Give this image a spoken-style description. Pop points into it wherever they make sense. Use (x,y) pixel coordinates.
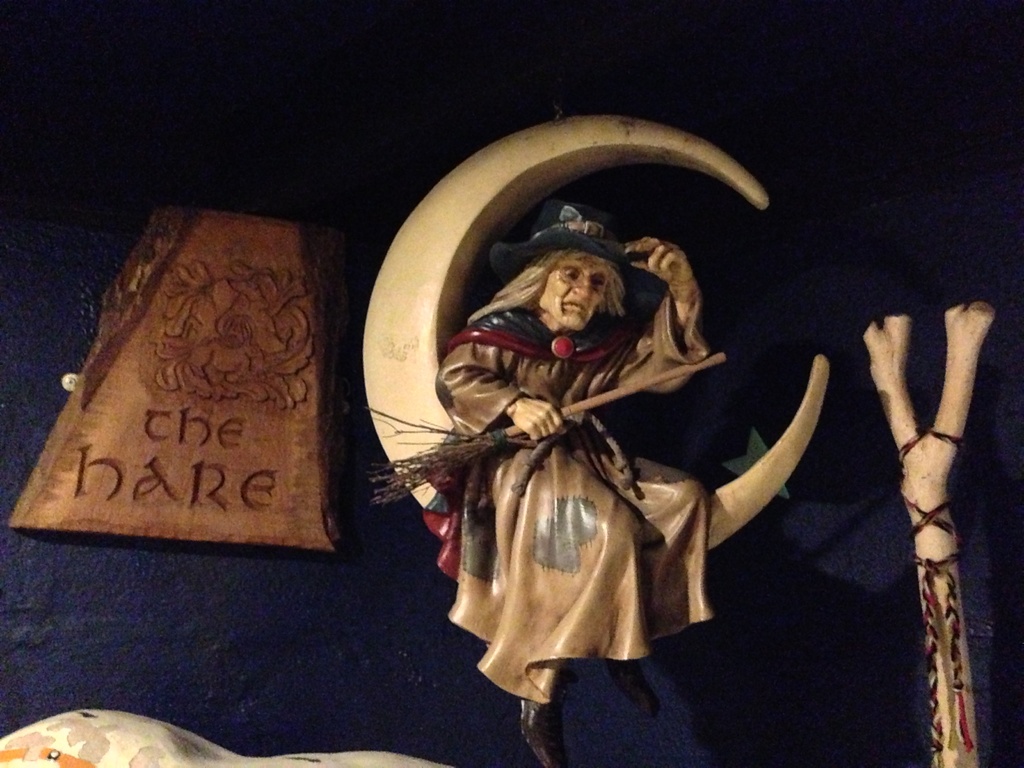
In this picture we can see a statue (598,356), board (116,486) and objects (926,567). In the background of the image (782,106) it is dark.
